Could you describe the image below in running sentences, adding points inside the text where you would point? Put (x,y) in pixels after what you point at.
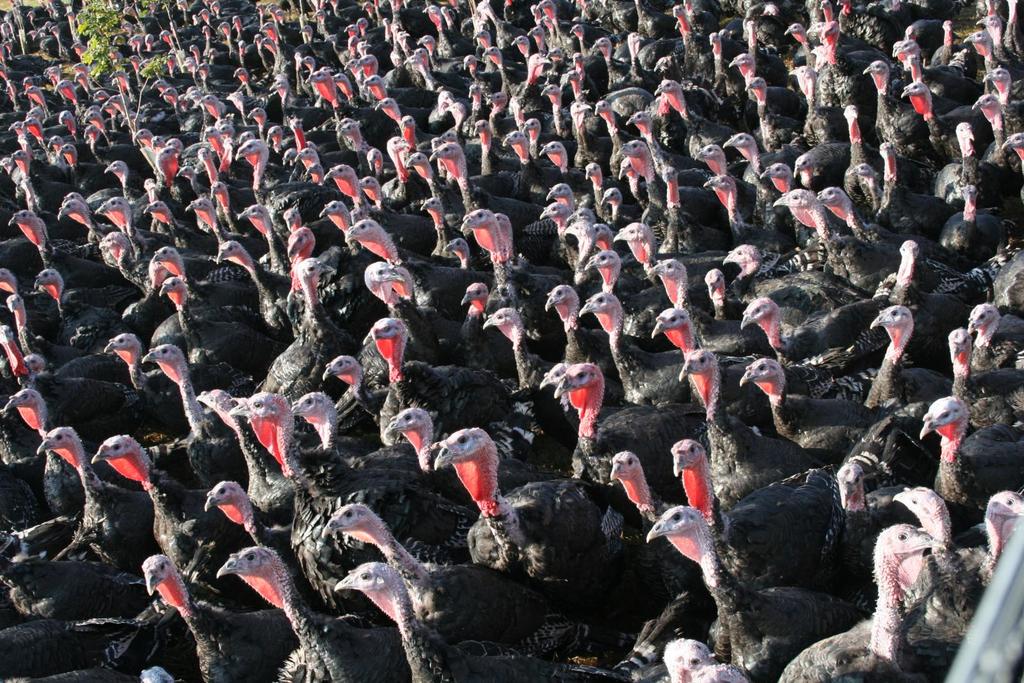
In this image, I can see the turkeys (577,459). In the top left corner of the image (101,65), I can see a plant (142,84).
